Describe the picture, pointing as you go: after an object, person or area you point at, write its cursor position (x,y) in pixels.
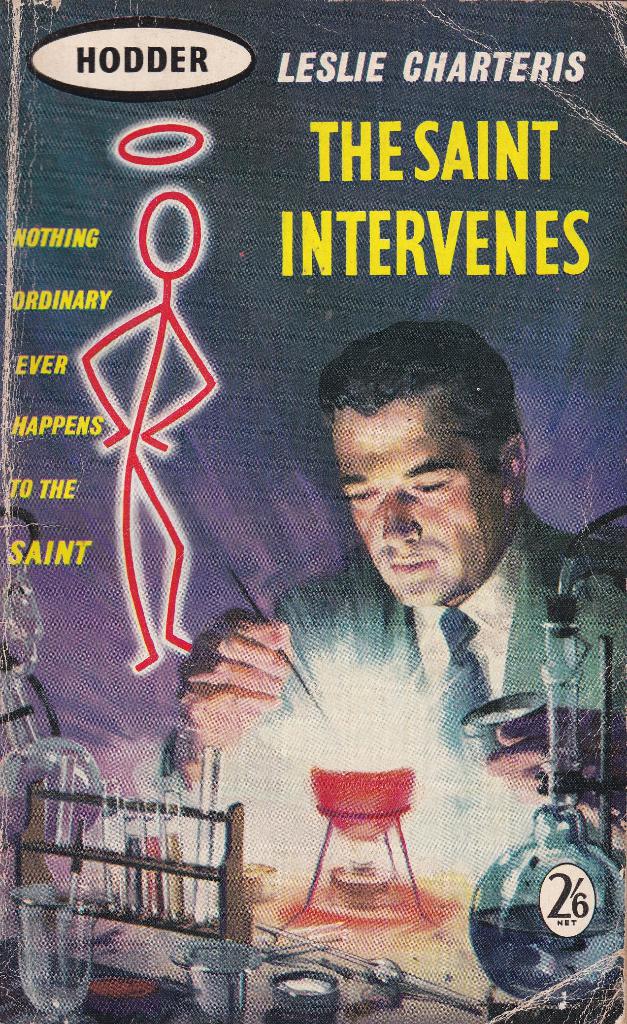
In the foreground of this poster, there is some text (137,64) and a poster (157,303) of a human (166,296) and a ring (185,155) on the head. We can also see a man (539,666) in front of a table (428,919) on which there are laboratory equipment (235,893).
